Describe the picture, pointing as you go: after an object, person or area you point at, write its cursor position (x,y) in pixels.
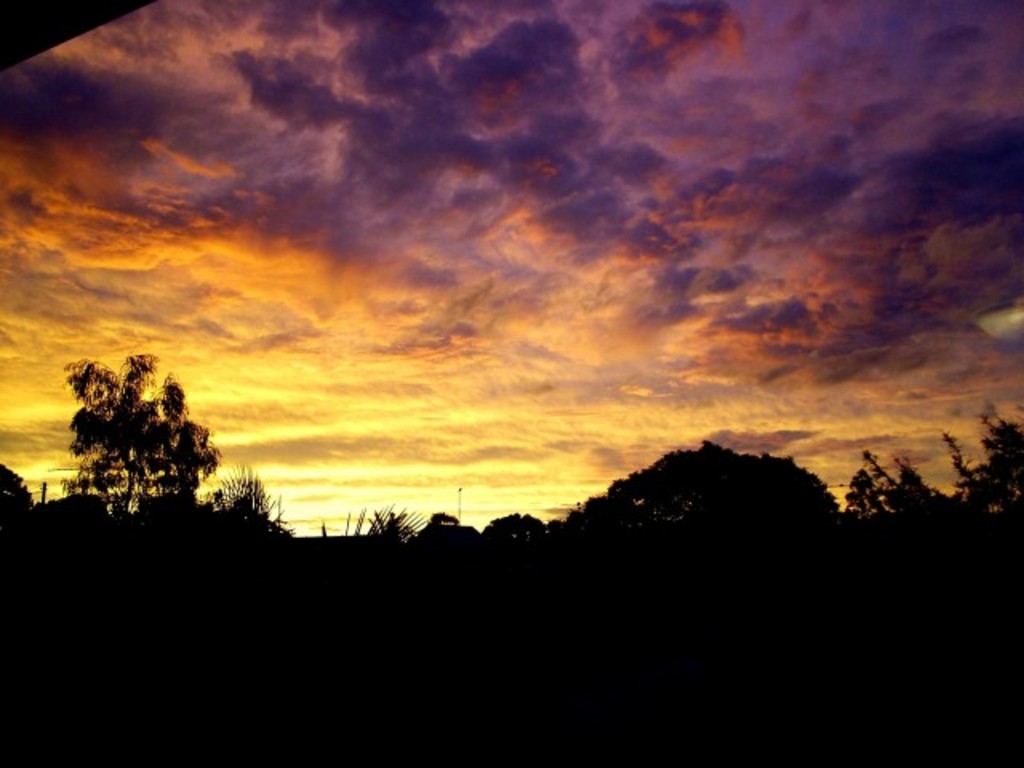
In this image we can see two poles (460,508), one object (457,548) looks like a house roof (469,529), some trees (487,528) on the ground (485,560), one black object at the top left side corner of the image, at the top (390,63) there is the colorful cloudy sky (430,385) and bottom of the image (495,645) is dark.
